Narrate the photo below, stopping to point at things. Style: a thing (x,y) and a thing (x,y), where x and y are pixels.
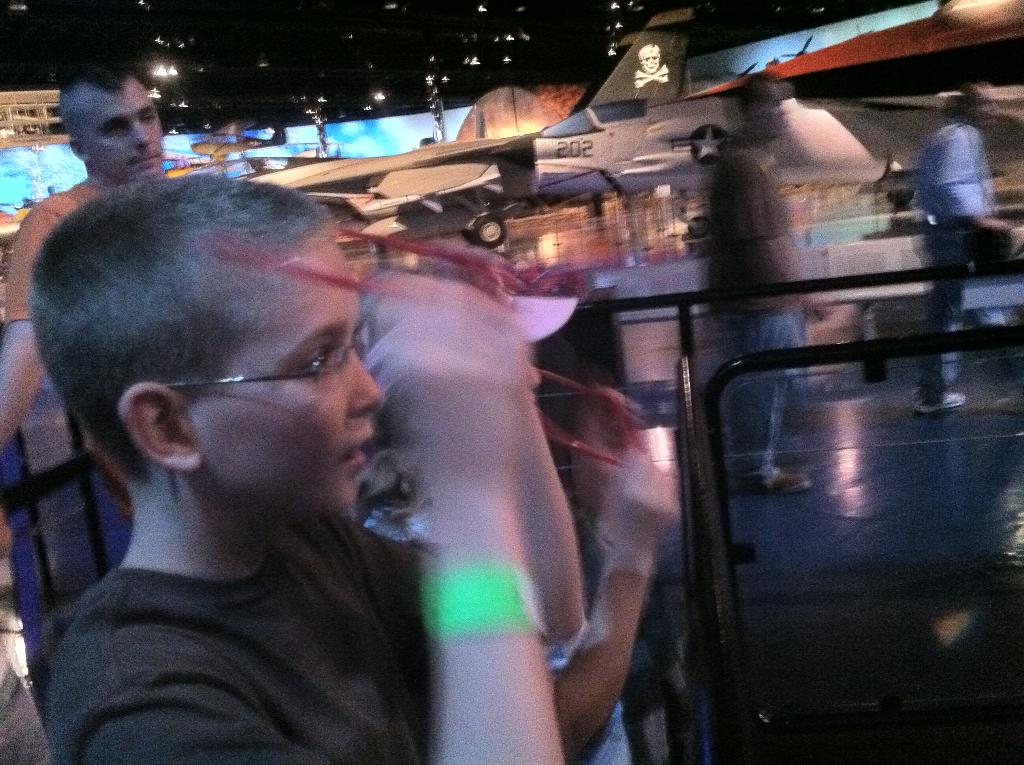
In this picture we can see the group of persons (252,309), metal rods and some other objects (27,108). In the background (52,90) we can see the lights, picture (660,55) of a skull (647,66) and we can see an aircraft (626,152) and many other objects (28,201).
